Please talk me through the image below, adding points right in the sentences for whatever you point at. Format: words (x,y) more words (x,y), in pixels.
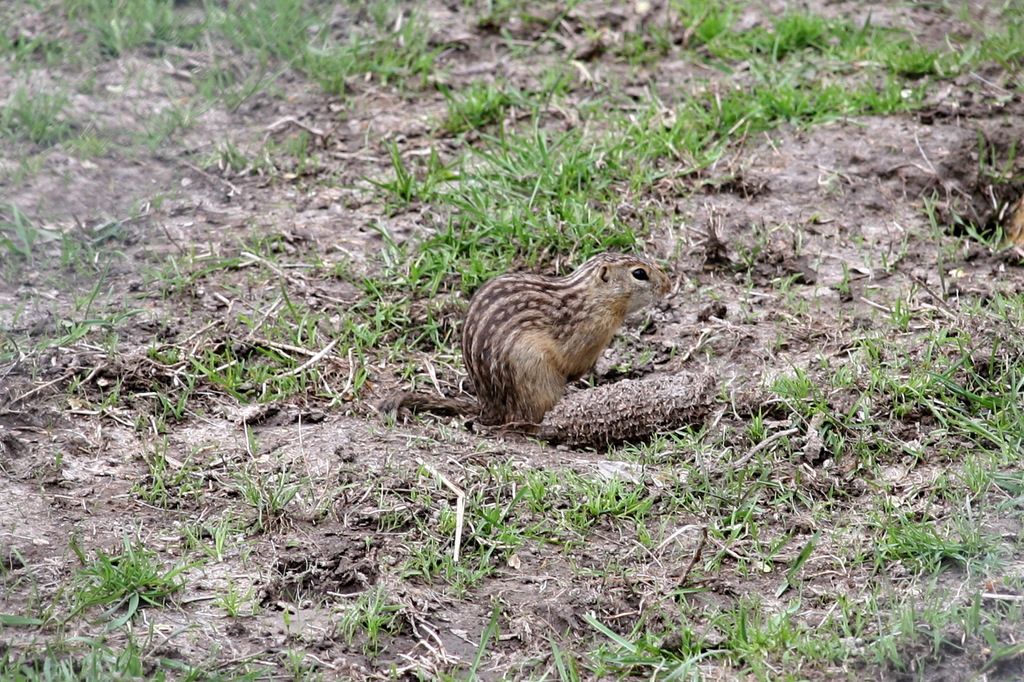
In the image there is a squirrel (548,322) standing on the grassland (385,224).
